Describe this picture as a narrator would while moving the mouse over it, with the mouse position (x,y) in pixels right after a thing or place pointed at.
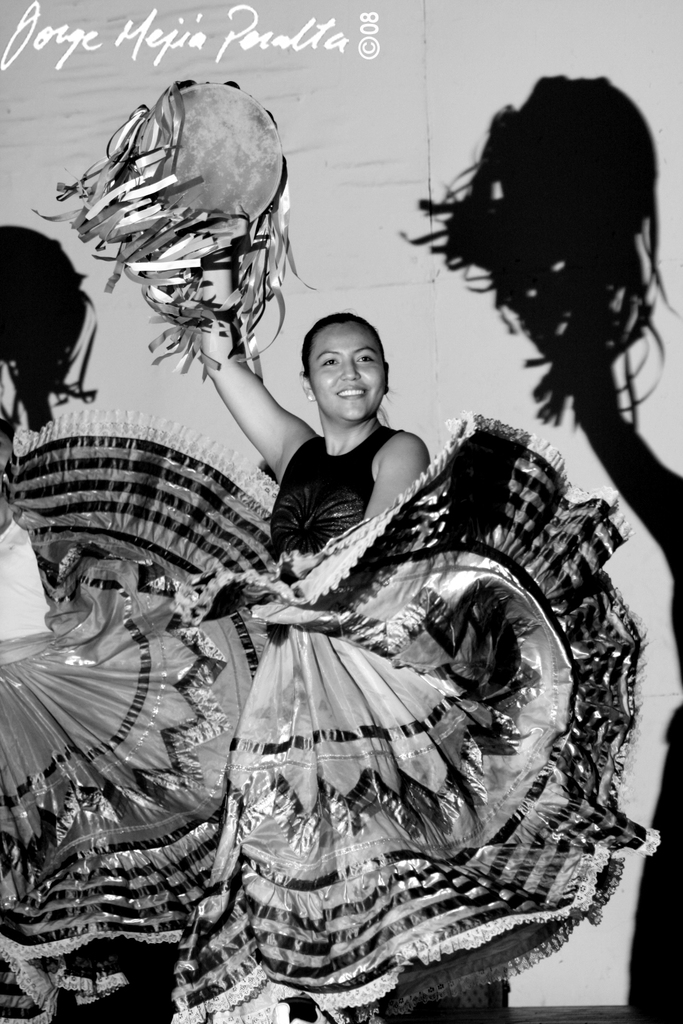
There is a black and white image. In this image, there is a person (344,529) standing and wearing clothes (330,477). This person (333,489) is holding something with her hand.
